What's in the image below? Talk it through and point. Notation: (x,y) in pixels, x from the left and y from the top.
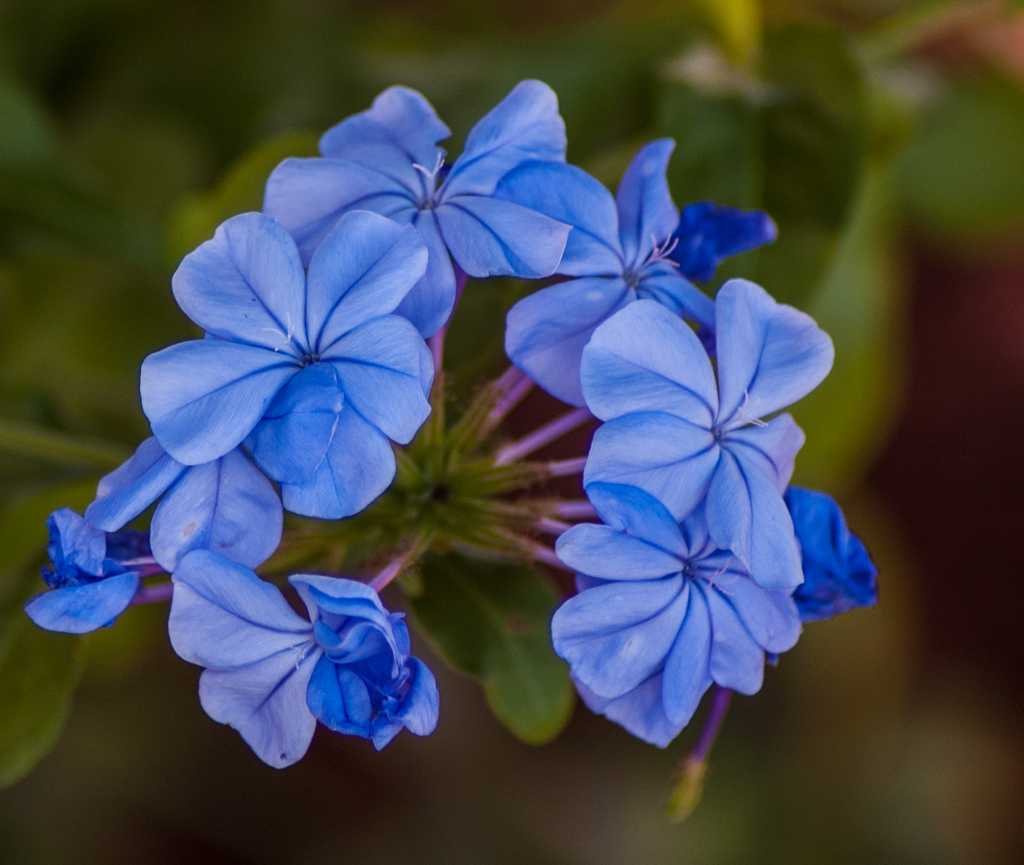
In this picture I can see flowers (349,592) which are blue in color. The background of the image (9,613) is blurred.
